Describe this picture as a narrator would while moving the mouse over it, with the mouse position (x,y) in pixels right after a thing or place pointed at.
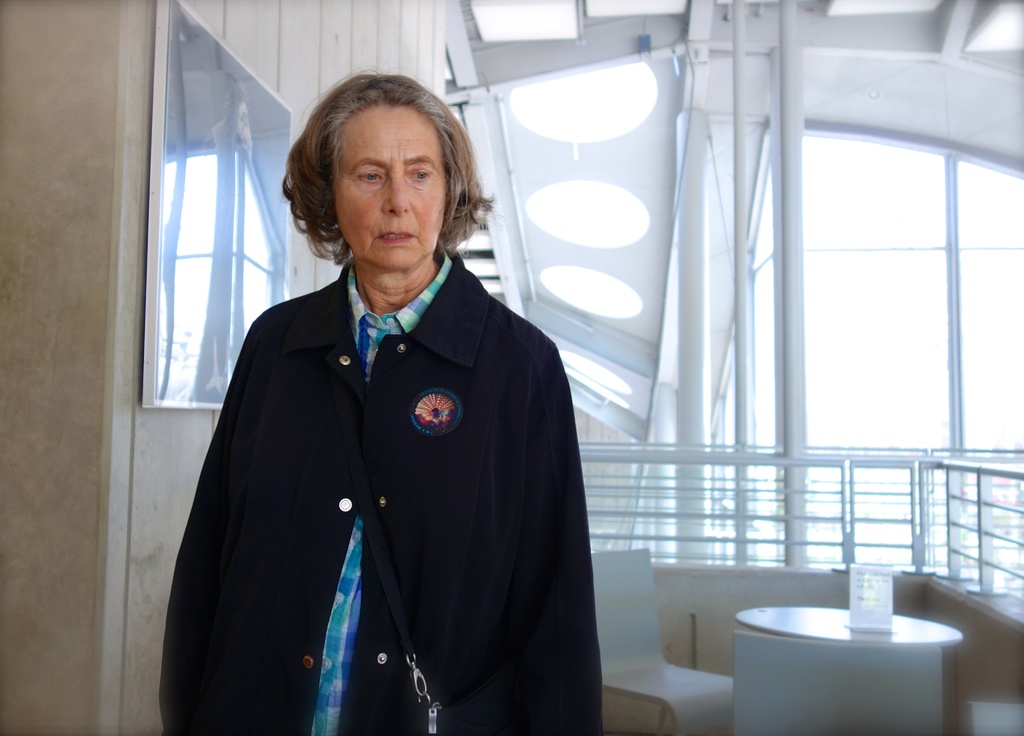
In the image we can see there is a woman (425,268) who is standing and on the table (766,618) there is a menu card (875,599) and she is wearing a black jacket (318,485).
